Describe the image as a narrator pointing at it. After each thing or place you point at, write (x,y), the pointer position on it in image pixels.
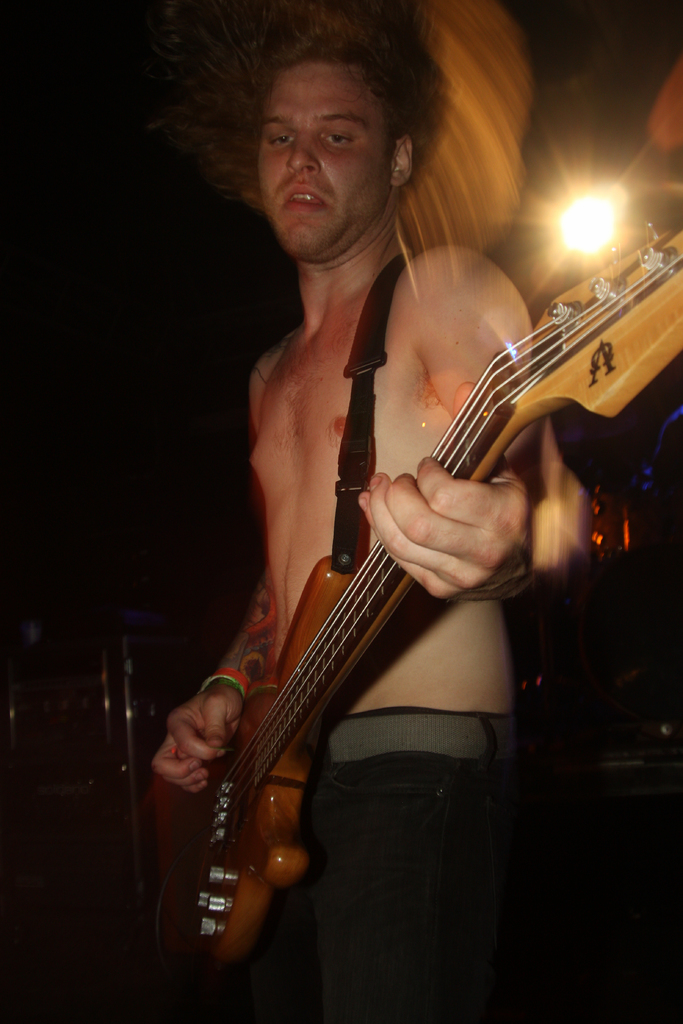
This is a picture of a guy (250,131) who is holding a guitar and playing it and behind him there is a light (593,225).
